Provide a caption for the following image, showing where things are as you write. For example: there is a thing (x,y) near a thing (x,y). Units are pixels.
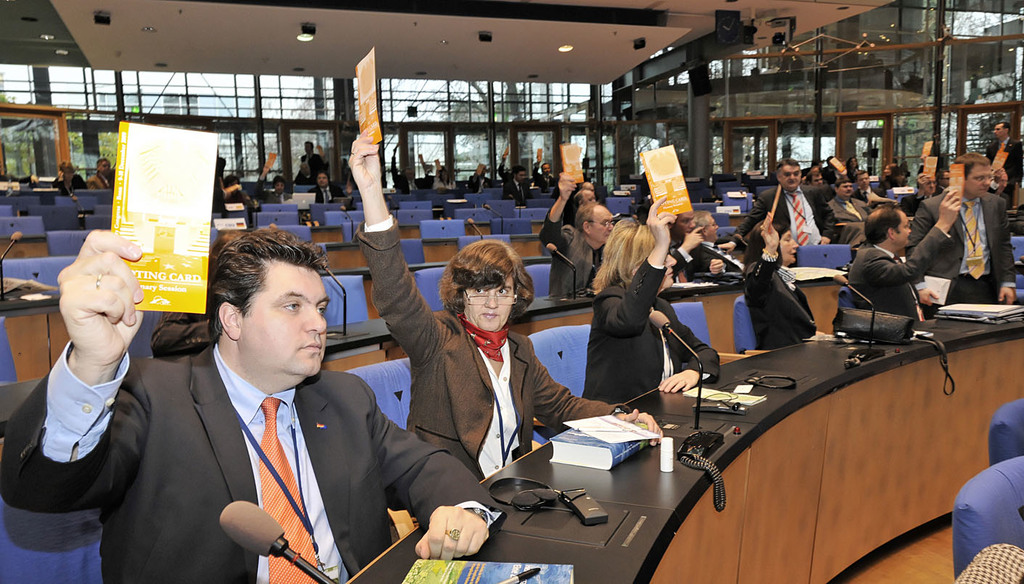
In this picture I can see many people (505,351) who are sitting on the chair (1022,454) near to the table (617,559) and some people (617,280) are holding the pamphlet (930,176). On the table (797,418) I can see the mics (855,355), books (576,440), headphones (534,498), papers (463,573), pens (508,580) and other objects (846,365). In the background (146,88) I can see the doors (543,135) and glass partition (468,168). Through the door (546,154) I can see the sky (55,99) and trees (502,138).
